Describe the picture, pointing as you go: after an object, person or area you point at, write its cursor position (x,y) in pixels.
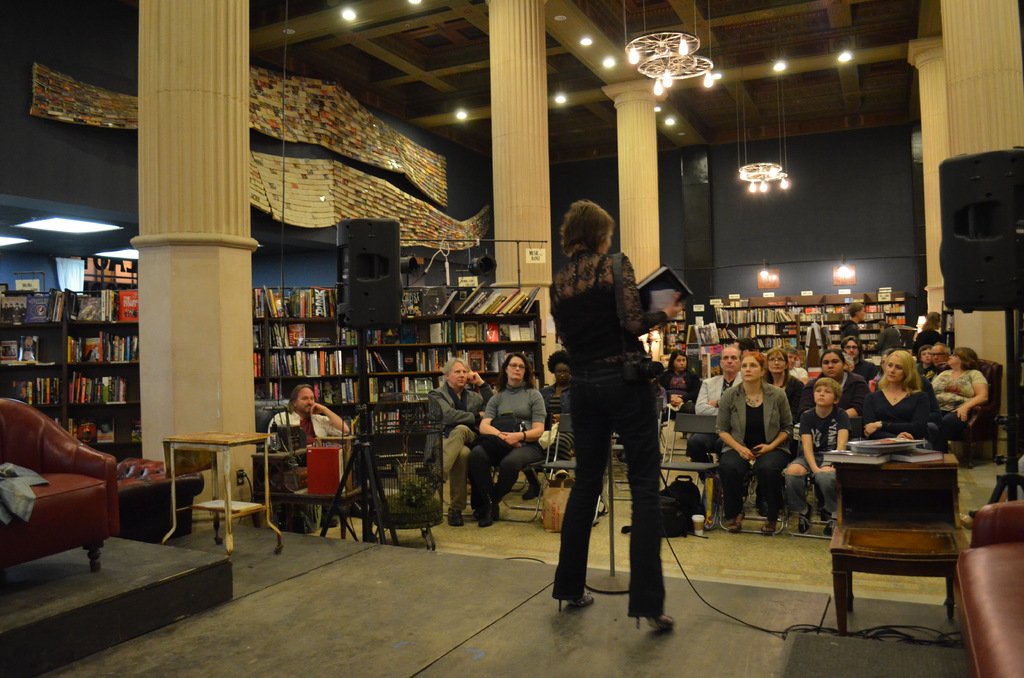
Here in this picture we can see a lady (585,321) standing on the stage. She is holding a black color book (669,285) and a camera (633,357). Beside of her there are two speakers (972,220). In front of her there are some people (749,387) sitting on the black color chair (710,429). At the back (741,302) there are some book racks (807,321). And to the top (662,84) there are light bulbs (656,68). There are some pillars (529,137). And we can see to the left most corner (77,512) there is sofa (83,498). Beside that sofa (94,484) there is a table (234,439).
